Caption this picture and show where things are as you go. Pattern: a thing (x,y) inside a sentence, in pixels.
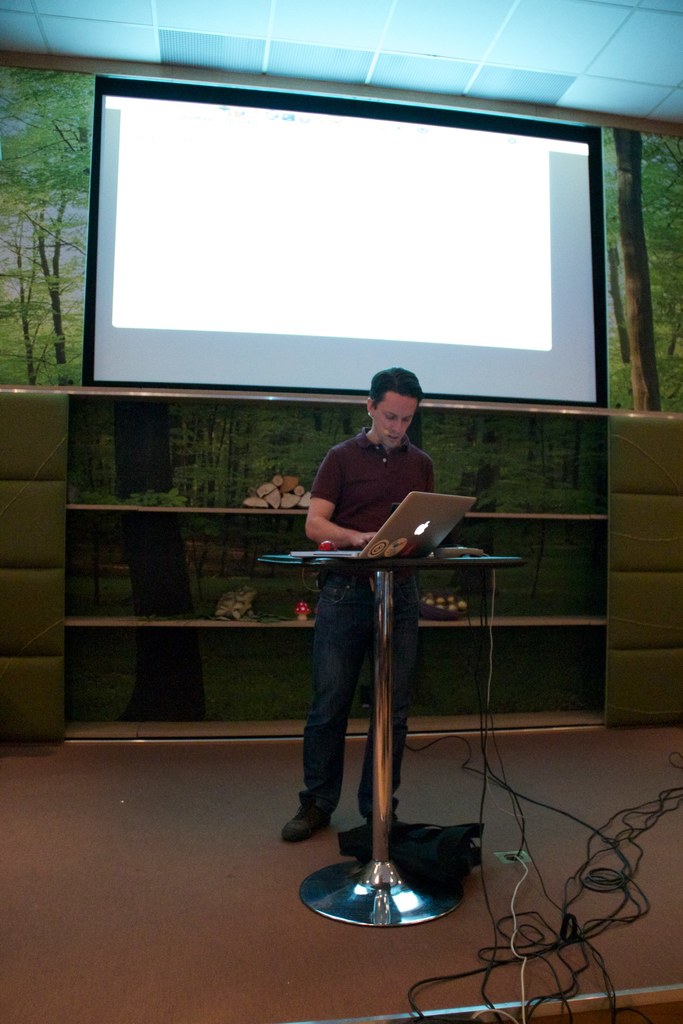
In this image we can see a person (319,501) standing near the table (353,562). There is a laptop (404,546) and few other objects (443,556) placed on the table (452,561). There is a projector screen (240,279) in the image. There are many cables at the right side of the image (539,941). There are few objects (288,482) placed on the shelves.
